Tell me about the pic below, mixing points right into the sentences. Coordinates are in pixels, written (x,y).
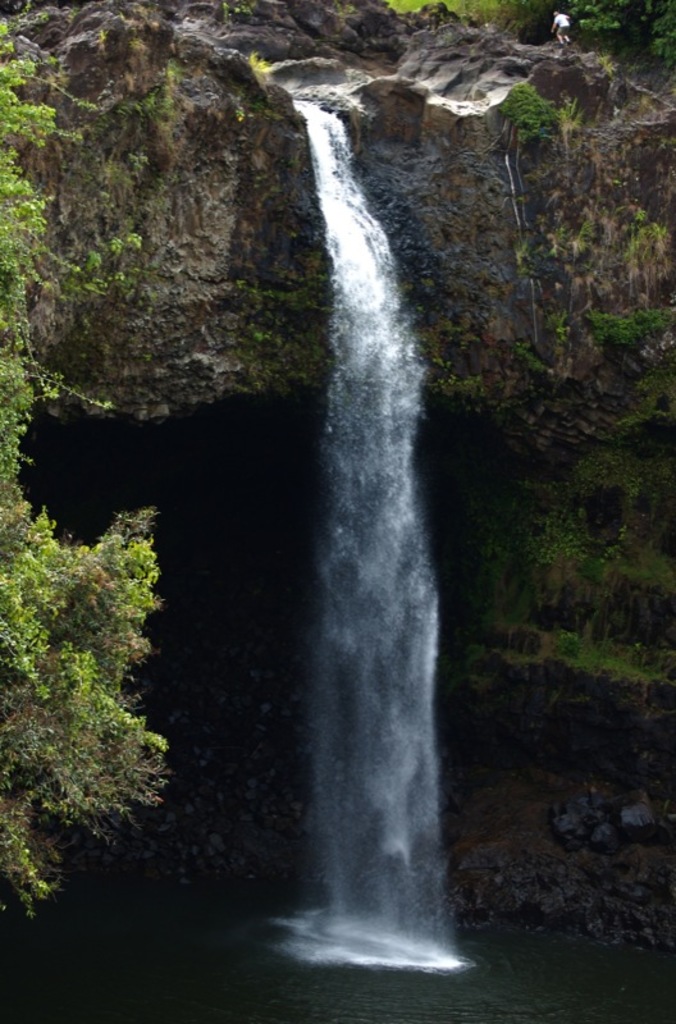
In this image there is water (394,967) flowing from the rock (569,176). There are plants (487,543). There is grass (620,651) on the rocks (610,715). On the right side of the image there is a person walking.
